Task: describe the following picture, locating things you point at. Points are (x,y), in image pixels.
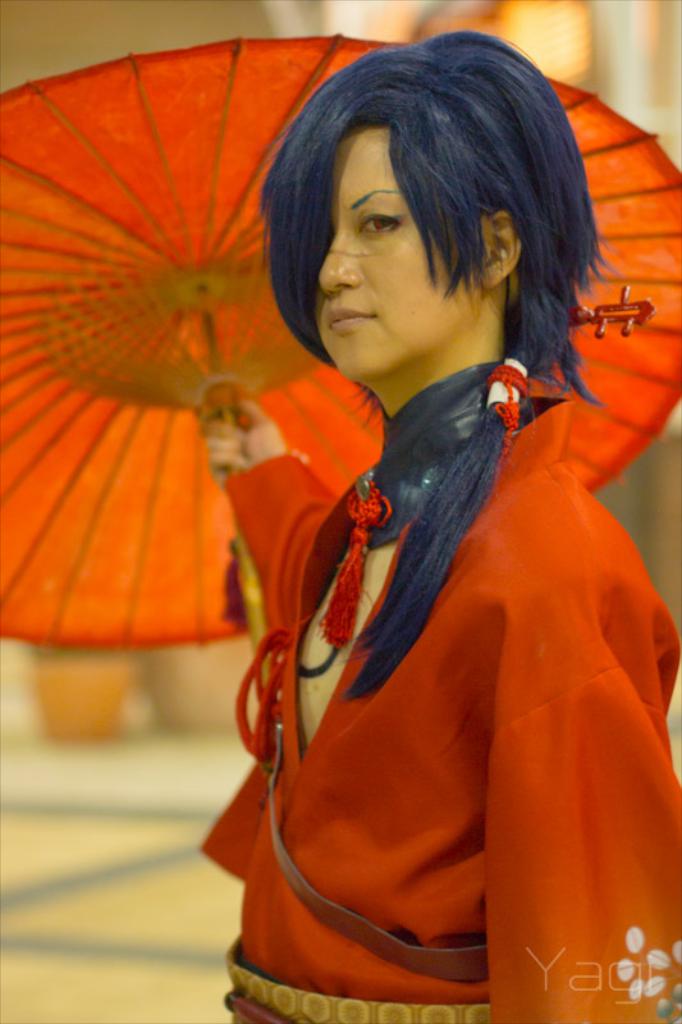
In the center of the image (387,503) there is a woman (318,347) holding an umbrella (222,355).
